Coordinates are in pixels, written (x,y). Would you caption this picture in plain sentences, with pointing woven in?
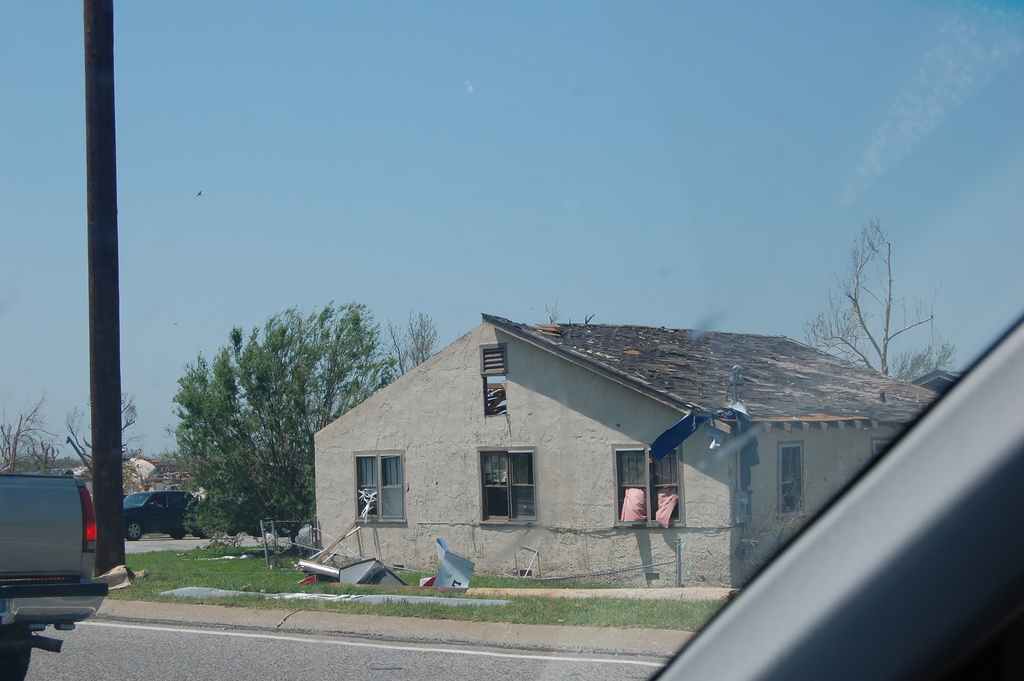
In this picture we can observe a house (578,396). On the left (102,310) there is a pole (105,450). We can observe a vehicle (80,488) here. There is some grass (202,574) on the ground (362,589). There are some trees (288,389). In the background (508,183) there a sky (451,190).
